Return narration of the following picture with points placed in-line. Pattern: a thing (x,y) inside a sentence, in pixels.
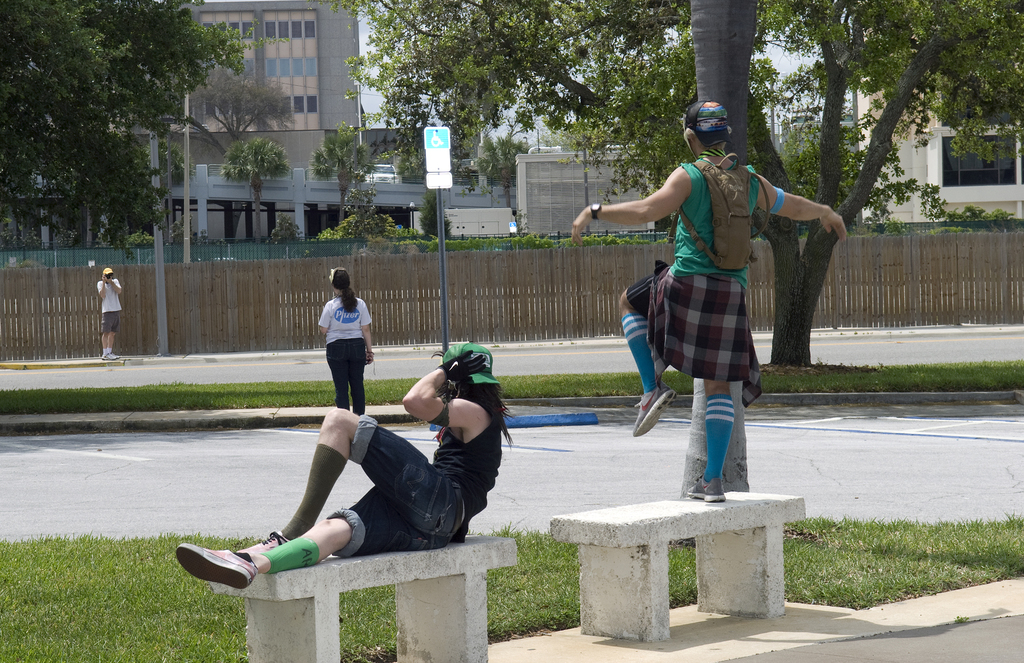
This is a picture taken in the outdoors. It is sunny. The man (109,317) is standing on the path (95,358) holding a camera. The man (102,287) is taking a picture of the three persons (341,365). The woman (339,315) in white t shirt (333,329) was standing by the road (292,454) and the man (456,466) in black t shirt (464,473) was lying on a bench (380,573) and the other person (685,262) in green t shirt (690,268) was standing on a bench (664,504) with single leg (710,412). Behind these people (328,332) there is a fencing (438,253), trees (413,160) and a building (266,44).
